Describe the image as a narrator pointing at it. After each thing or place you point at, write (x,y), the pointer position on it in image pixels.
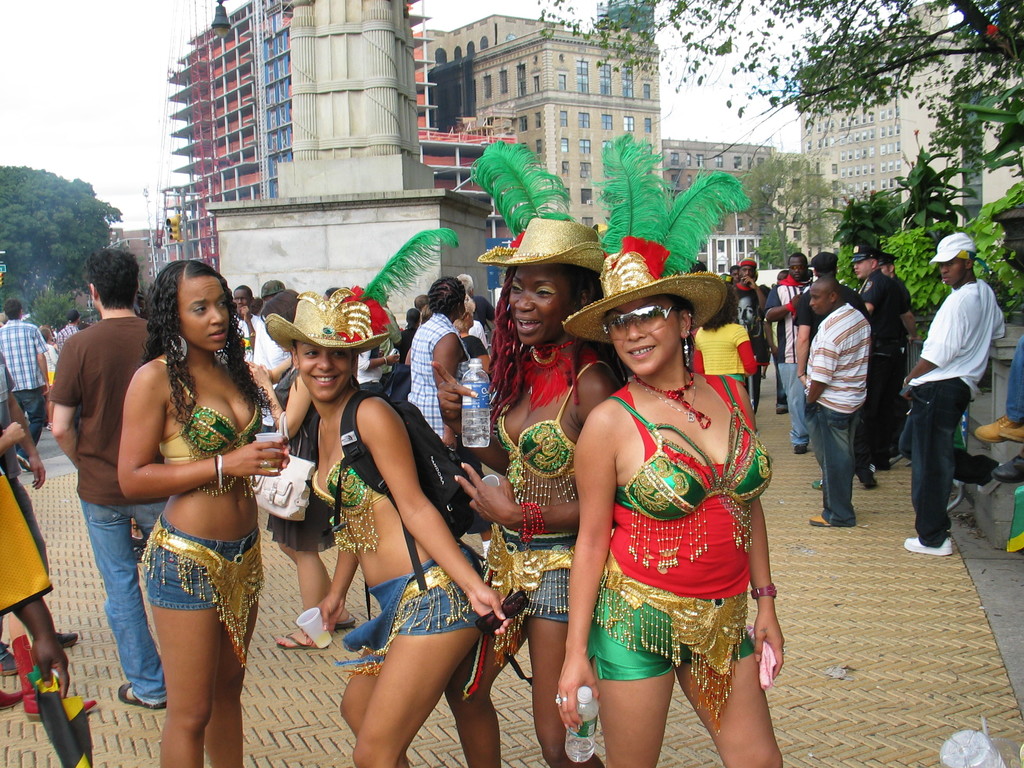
In the foreground (143,352) I can see a crowd (405,471) on the road (797,591). In the background (881,210) I can see trees (769,204), buildings (454,160) and street lights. On the top (115,96) I can see the sky (147,95). This image is taken during a day on the road (25,719).
